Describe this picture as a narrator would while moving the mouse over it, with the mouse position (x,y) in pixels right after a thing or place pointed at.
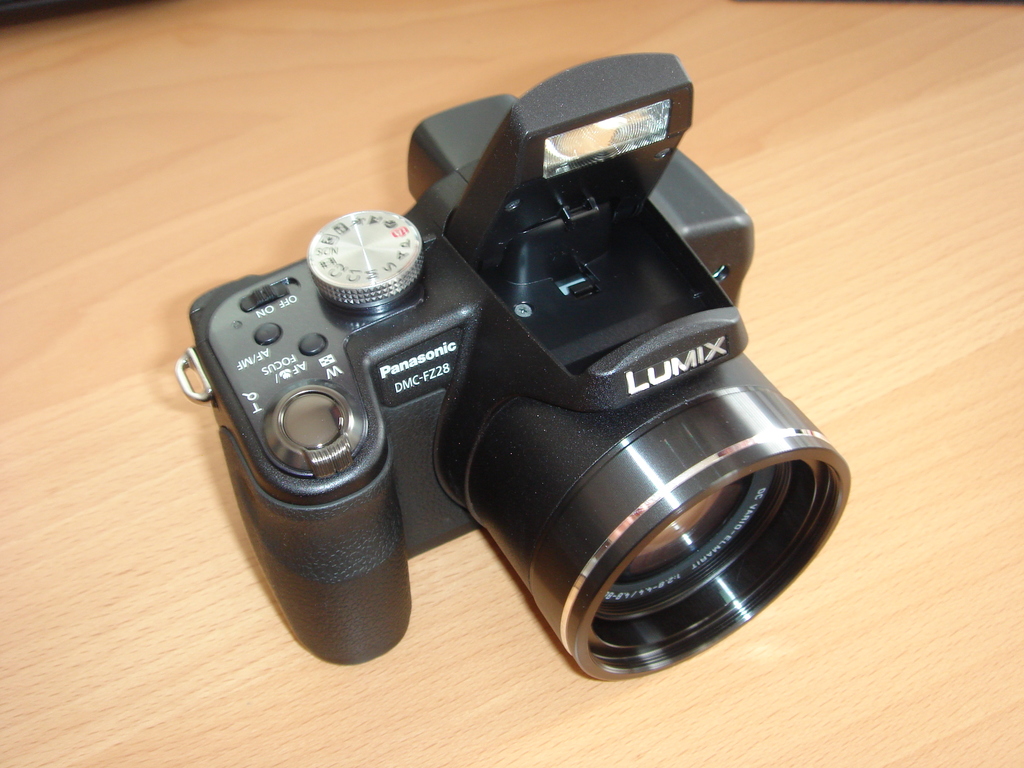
In the center of the image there is a table (165,243). On the table (241,243), we can see one camera (368,351), which is in black color.
